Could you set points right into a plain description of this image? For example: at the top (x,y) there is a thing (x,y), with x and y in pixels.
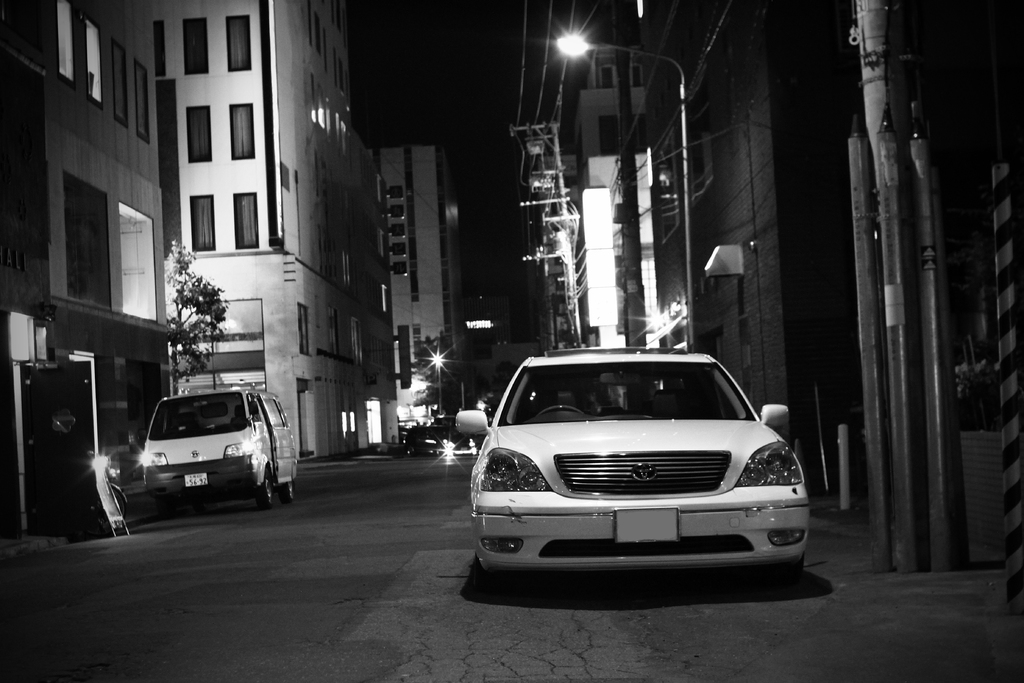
This is a black and white image. In this image we can see some vehicles (585,451) on the road (321,503), some buildings (274,314) with windows (447,312), an utility pole (554,257) with wires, lights (645,329), street poles (688,189), some trees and the sky (487,50).
